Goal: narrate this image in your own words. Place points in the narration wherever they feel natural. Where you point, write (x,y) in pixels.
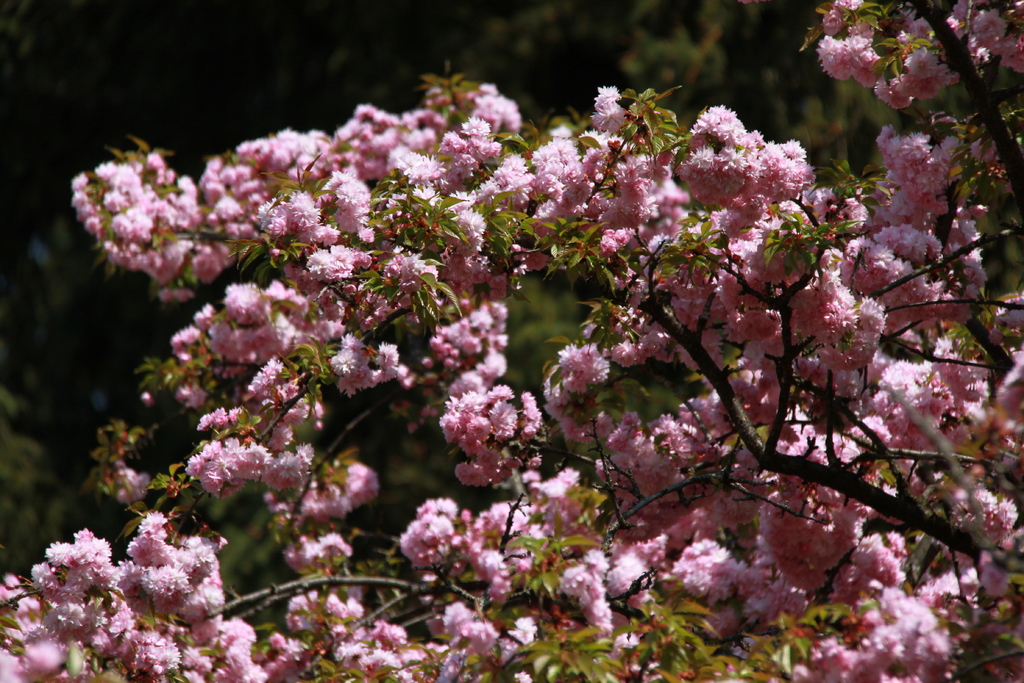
In this picture, we see the trees (521,464) which have flowers (183,574) and these flowers (164,552) are in pink color. There are trees (67,259) in the background (560,334) and this picture is blurred in the background (524,91).
